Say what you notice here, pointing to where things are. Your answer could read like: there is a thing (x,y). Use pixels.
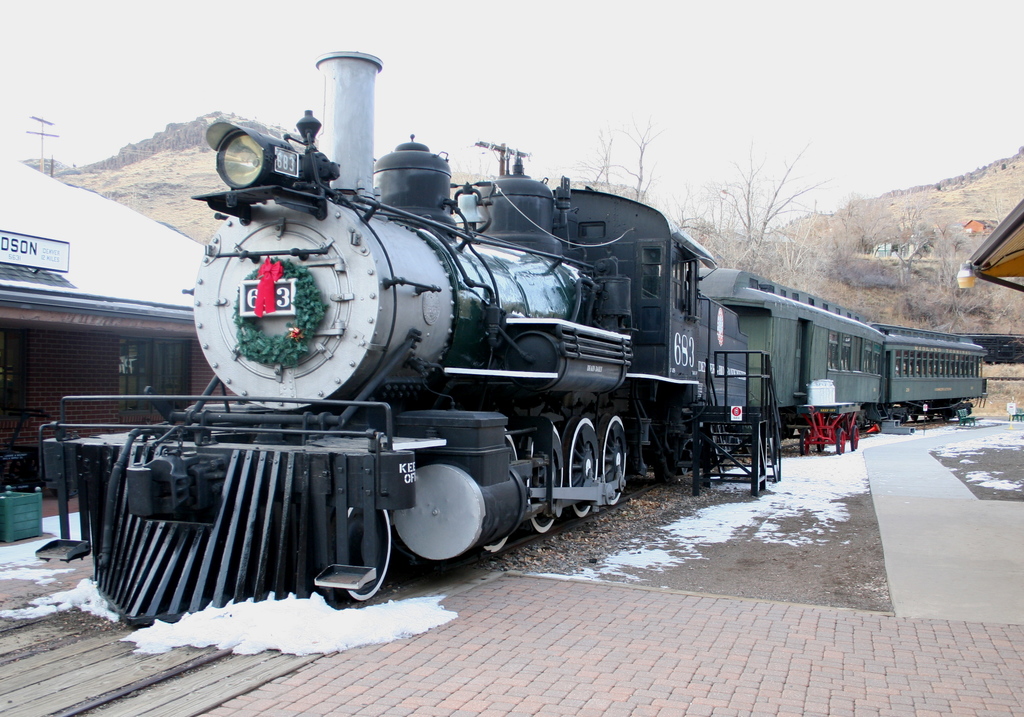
In this image I can see train (645,367) on a railway track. In the background (135,307) I can see a house (111,274), mountain (163,209), trees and the sky (553,179). I can also see snow (413,607) on the ground (319,616).
